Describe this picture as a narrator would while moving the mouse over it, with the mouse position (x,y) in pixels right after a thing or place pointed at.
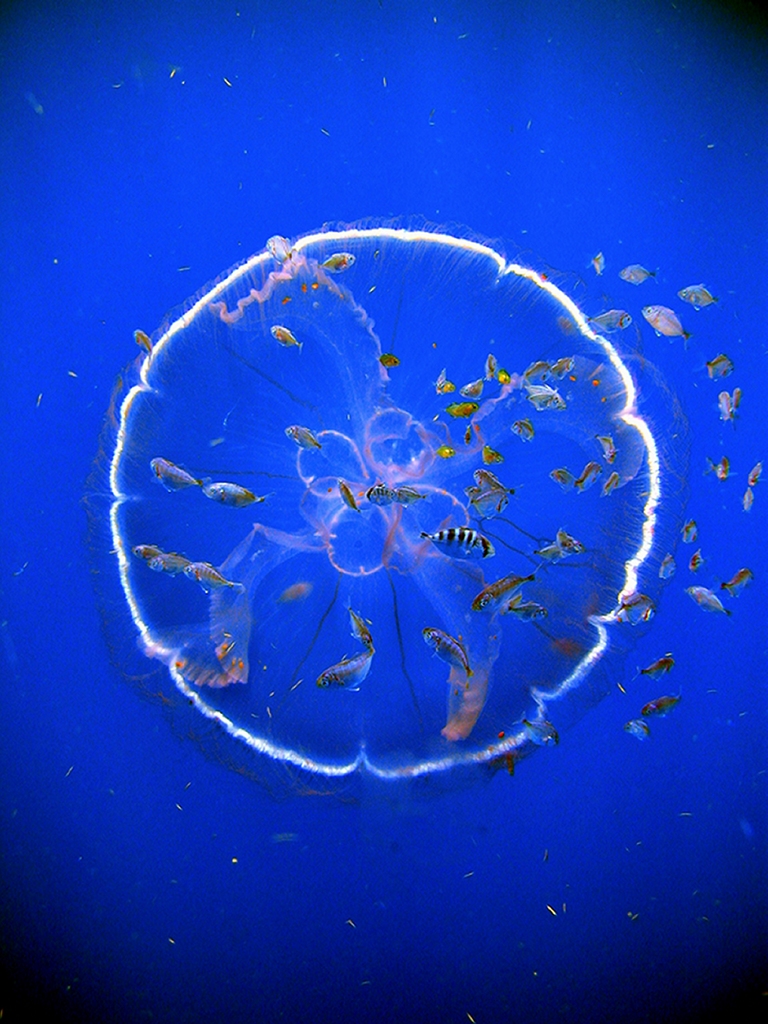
This image is taken in the sea (735,152). In the middle of the image (362,450) there is a jellyfish (338,437) and there are many fishes (489,365) in the water (332,191).
